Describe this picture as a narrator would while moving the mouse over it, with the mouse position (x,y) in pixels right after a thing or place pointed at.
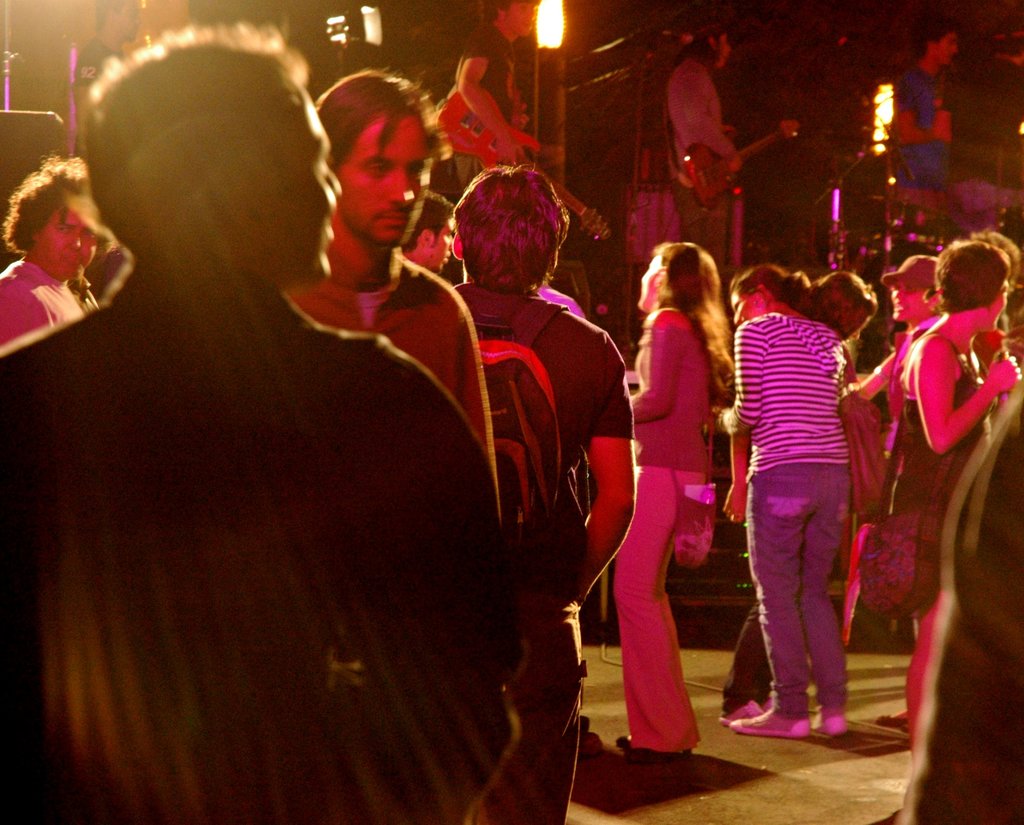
We can see group of people (377,297). In the background (505,51) there are two people (500,31) standing and holding guitars (764,143) and we can see lights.
